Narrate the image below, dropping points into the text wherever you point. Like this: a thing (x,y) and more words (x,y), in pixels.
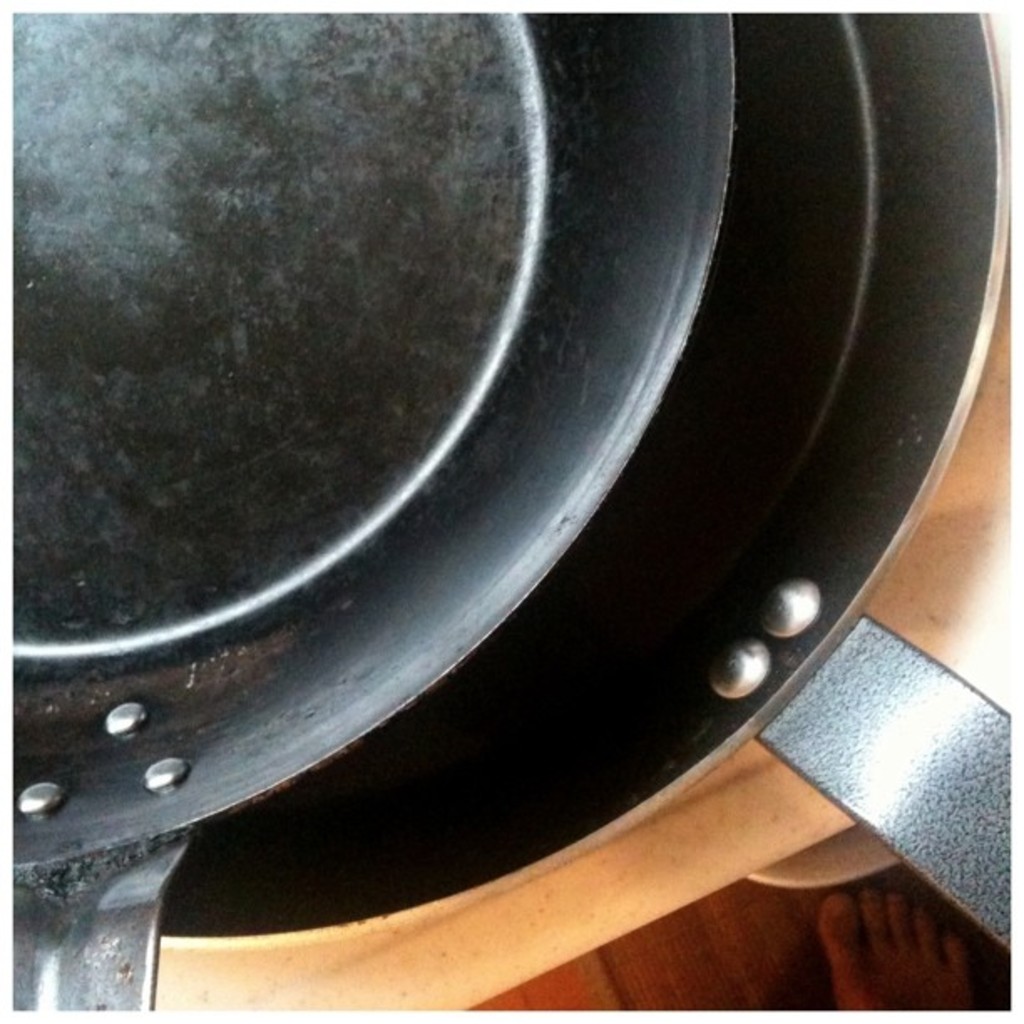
In this image we can see pans (384,574) on a platform (205,998) and at the bottom (905,981) we can see foot (863,973) of a person (835,978) on the floor (812,949).
